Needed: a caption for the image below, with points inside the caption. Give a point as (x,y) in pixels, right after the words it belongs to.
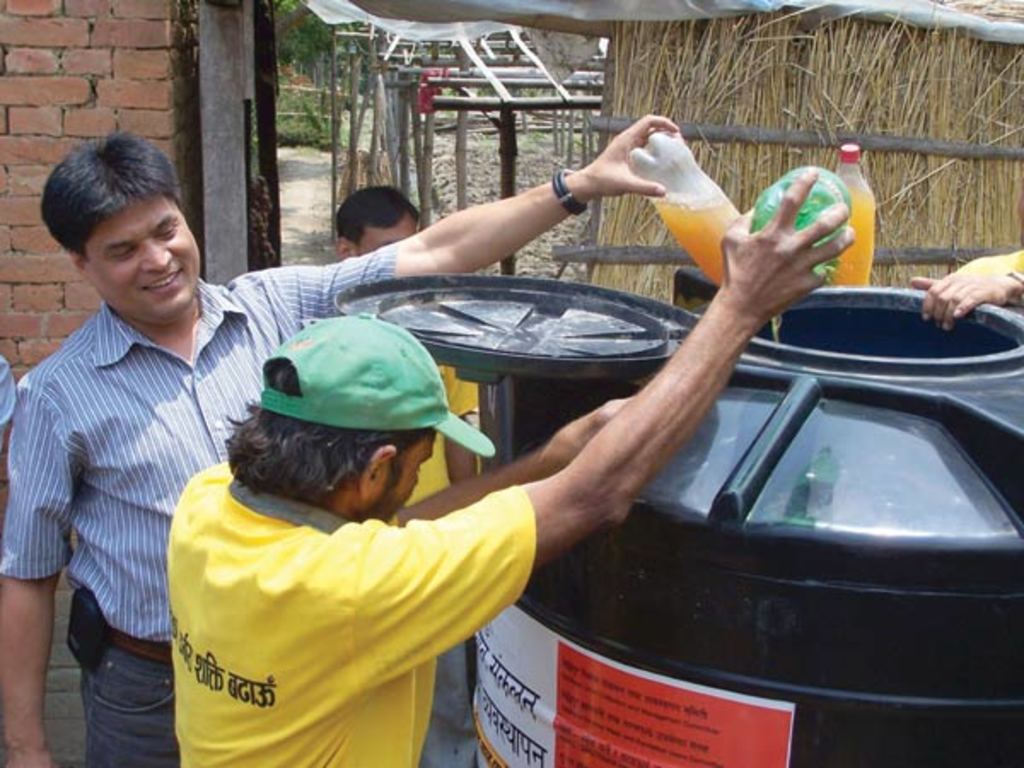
There are group of persons (708,334) who are pouring a drink (773,327) in to the drum (765,480).
